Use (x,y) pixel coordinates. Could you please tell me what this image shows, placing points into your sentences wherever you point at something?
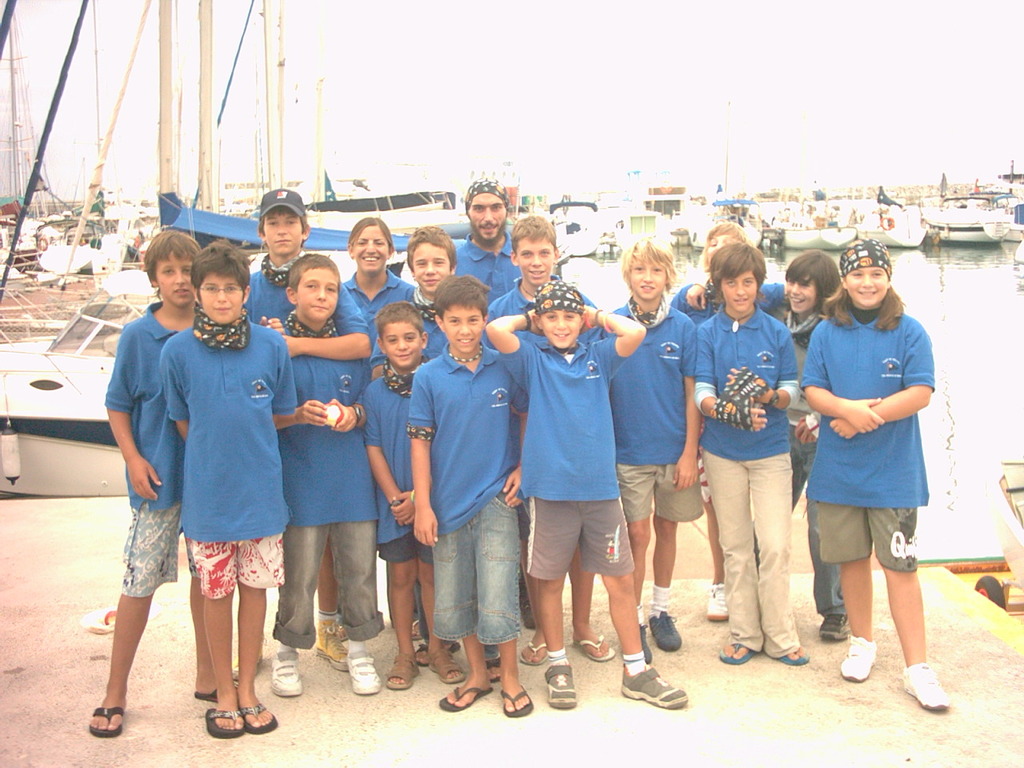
There are kids (168,399) standing. In the background (205,232) we can see ships (466,229) above the water (1022,270) and we can see poles (280,82) and sky (855,110).
